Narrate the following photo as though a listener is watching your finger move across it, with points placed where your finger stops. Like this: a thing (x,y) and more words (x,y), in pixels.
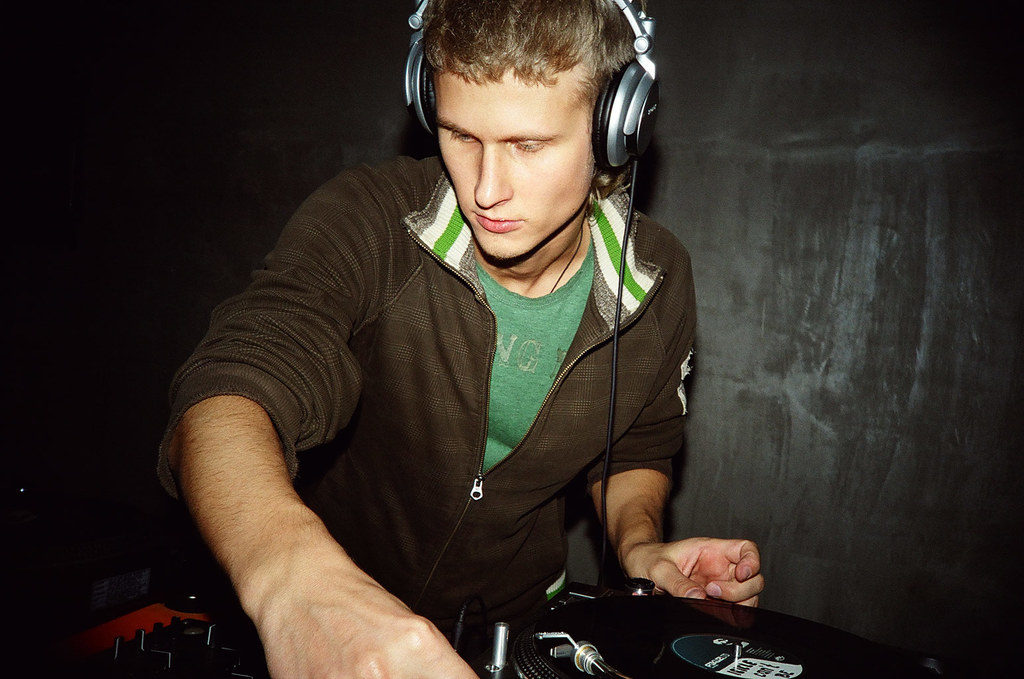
In this image there is a person (468,217) wearing a headset (634,18). In front of him there are a few objects (591,618). Behind him there is a wall (857,355).
